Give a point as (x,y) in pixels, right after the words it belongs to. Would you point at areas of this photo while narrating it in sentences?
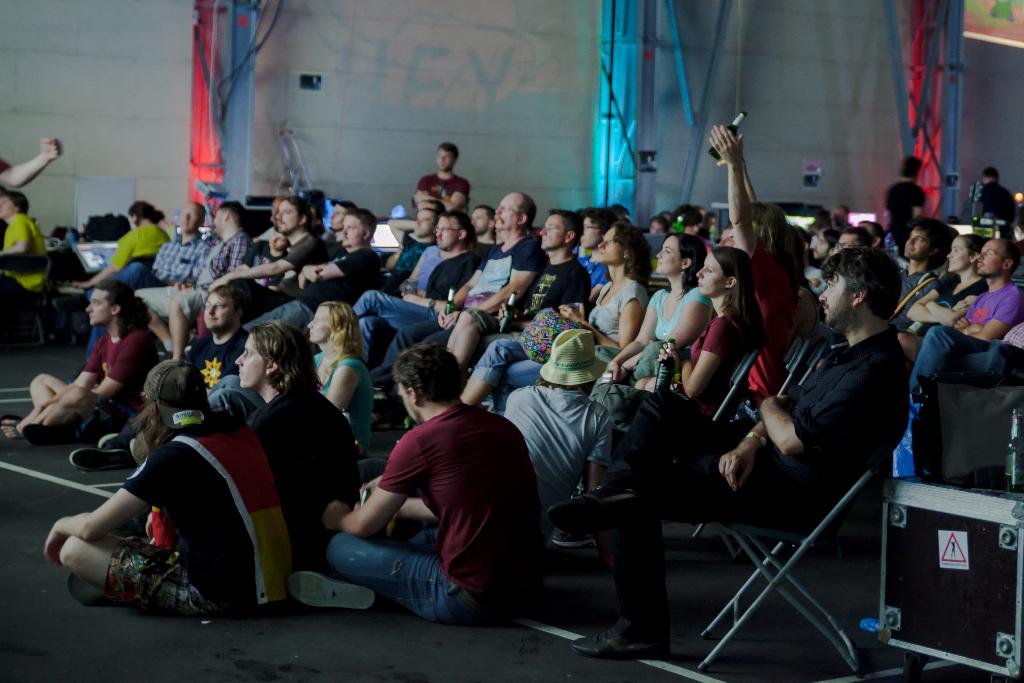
In this image we can see many people (542,267) sitting on chairs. Some are holding bottles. Few people (235,452) are sitting on floor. In the back (564,113) there is a wall (458,53). On the right side (913,574) we can see a box (956,533). On the box (956,533) there is an object (960,438) and a bottle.
